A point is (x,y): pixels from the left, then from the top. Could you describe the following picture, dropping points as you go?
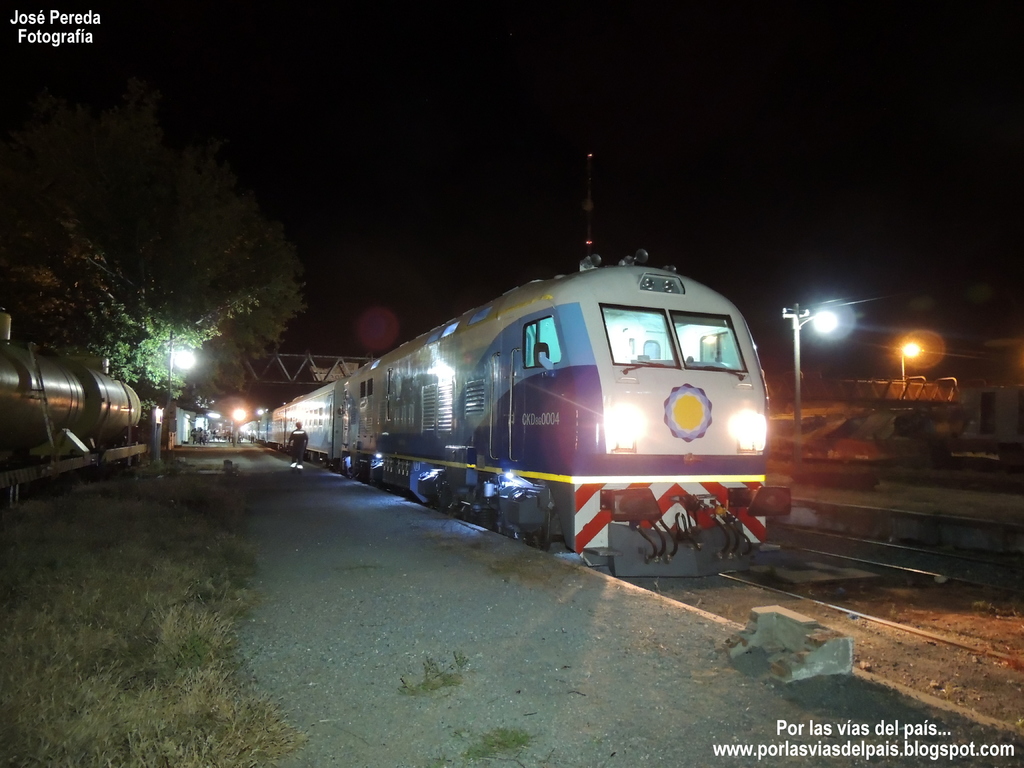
In this image I can see trains (50,440) and number of trees (172,316). I can also see street lights (916,350) over here. I can also see a person (301,433) on this platform (292,508).
